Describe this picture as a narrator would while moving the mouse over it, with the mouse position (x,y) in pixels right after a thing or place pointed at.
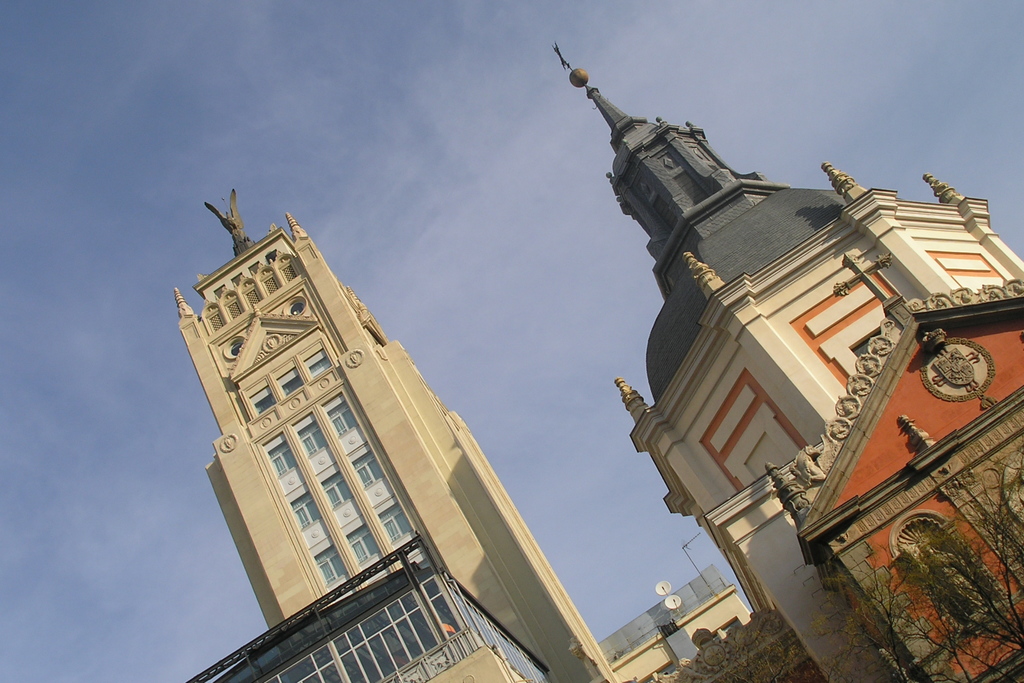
In this picture we can see buildings (514,581), at the right bottom (948,546) there are trees (956,605), we can see satellite dishes (670,605) here, there is the sky (338,100) at the top of the picture (301,90).
